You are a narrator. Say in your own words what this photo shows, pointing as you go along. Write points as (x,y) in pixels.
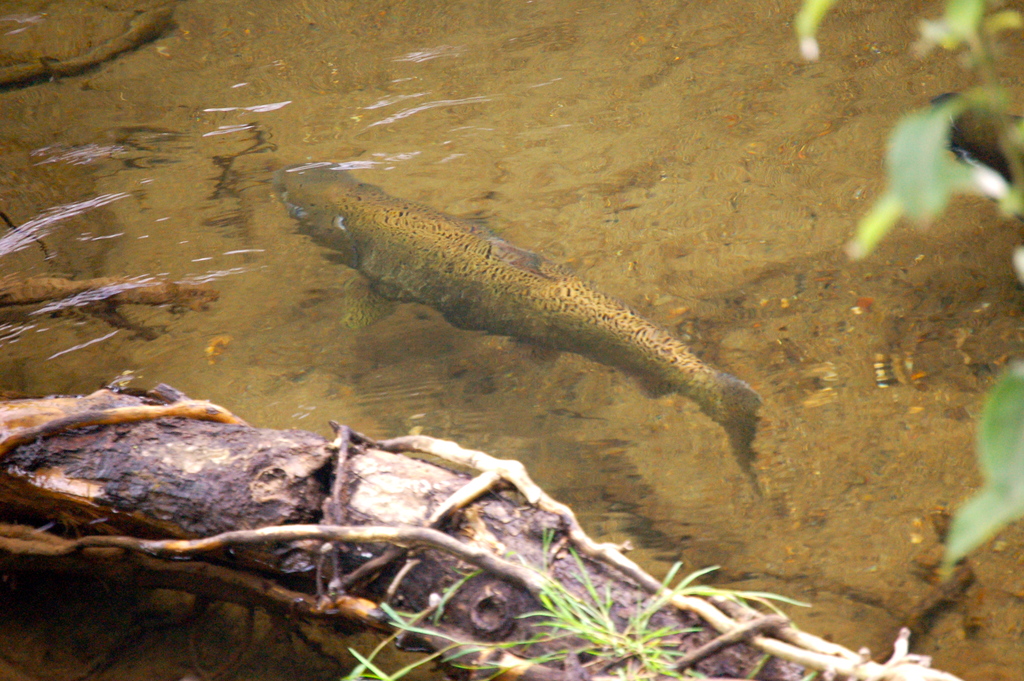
In the image there is a fish (405,256) swimming in the water (563,103) and above the water surface (474,394) there is a wooden log (133,452). There is a plant (937,172) on the right side (893,155).
